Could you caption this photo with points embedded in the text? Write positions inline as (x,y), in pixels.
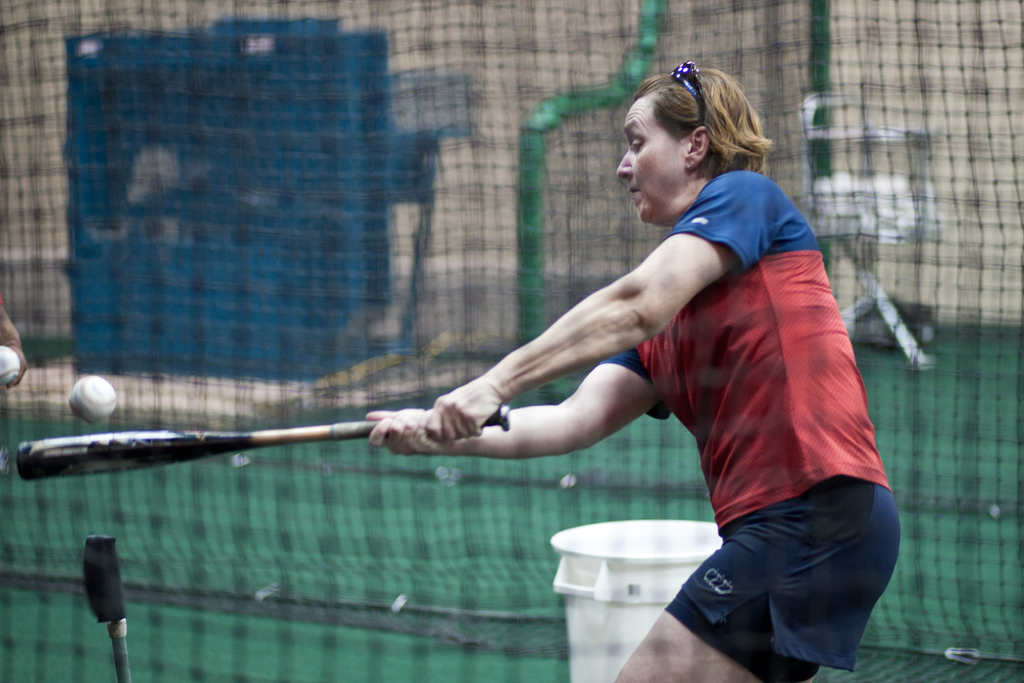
In this image, I can see a woman (748,358) standing and holding a baseball bat (336,433). In the background (367,233), I can see sports net (320,139), a bucket (616,601) and few other objects (372,121). On the left side of the image (93,397), I can see two baseballs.
